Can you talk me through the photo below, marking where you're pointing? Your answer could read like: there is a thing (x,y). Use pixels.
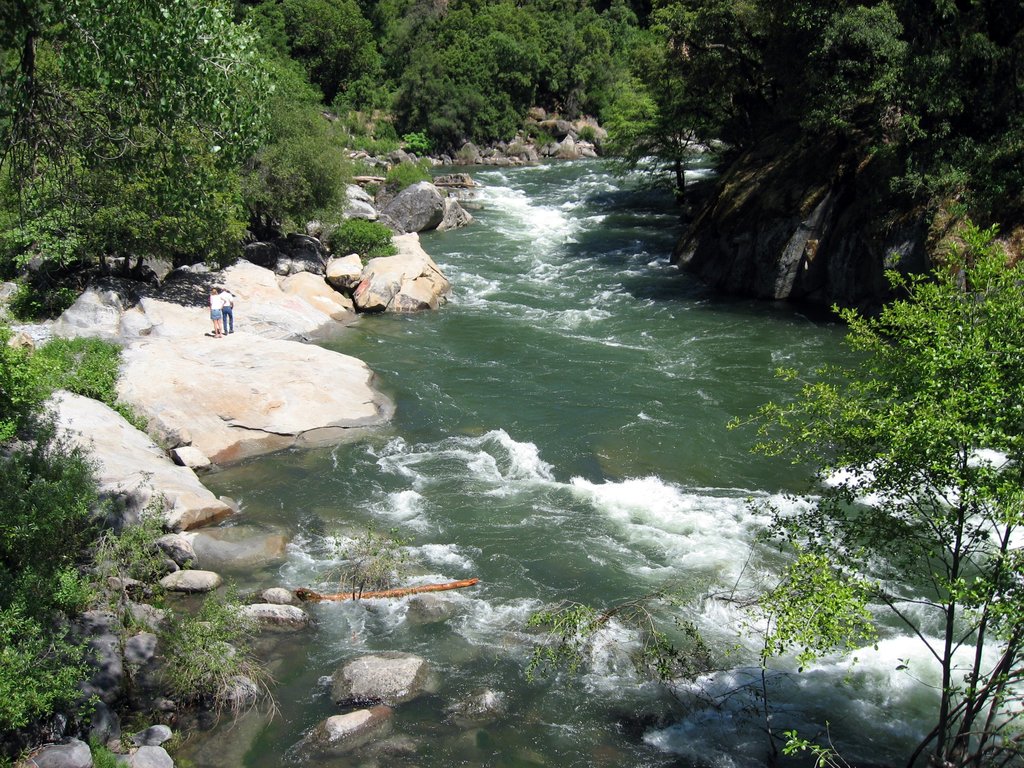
In the center of the image (623,390) there is a river (568,486). On the left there are two people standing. On the right (836,240) there is a rock (739,222). In the background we can see trees (464,119).
